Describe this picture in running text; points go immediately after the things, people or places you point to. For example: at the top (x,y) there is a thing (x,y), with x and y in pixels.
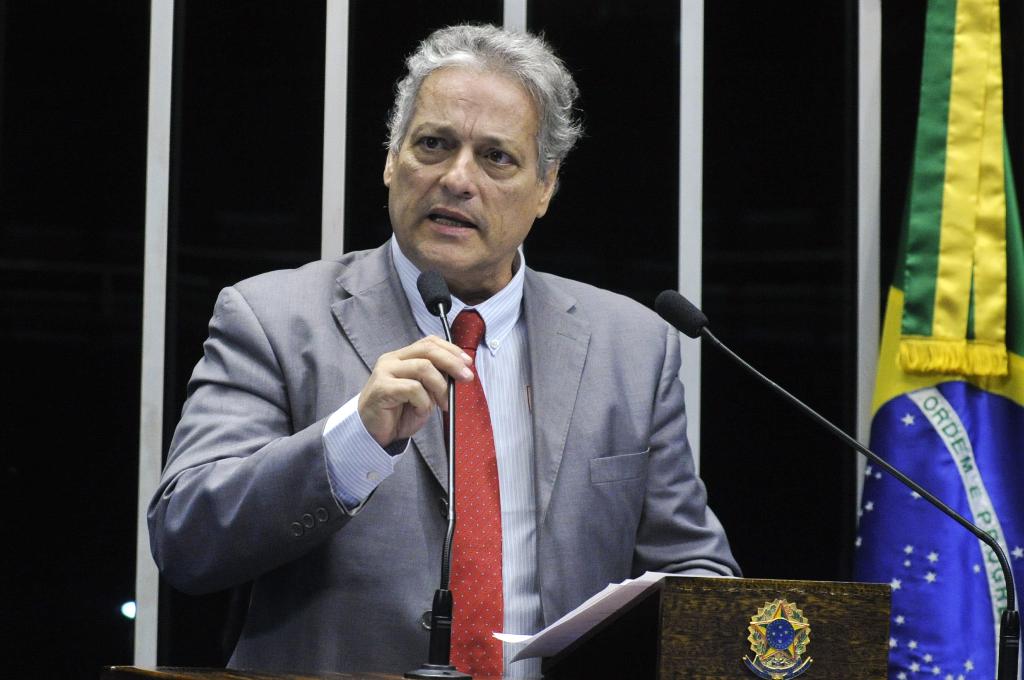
In the image there is a man (501,61) in grey suit (292,351), shirt (514,564) and red tie (470,339) talking on mic (446,318) in front of dais (717,672) and behind there is flag (942,270) in front of the wall (147,118).
